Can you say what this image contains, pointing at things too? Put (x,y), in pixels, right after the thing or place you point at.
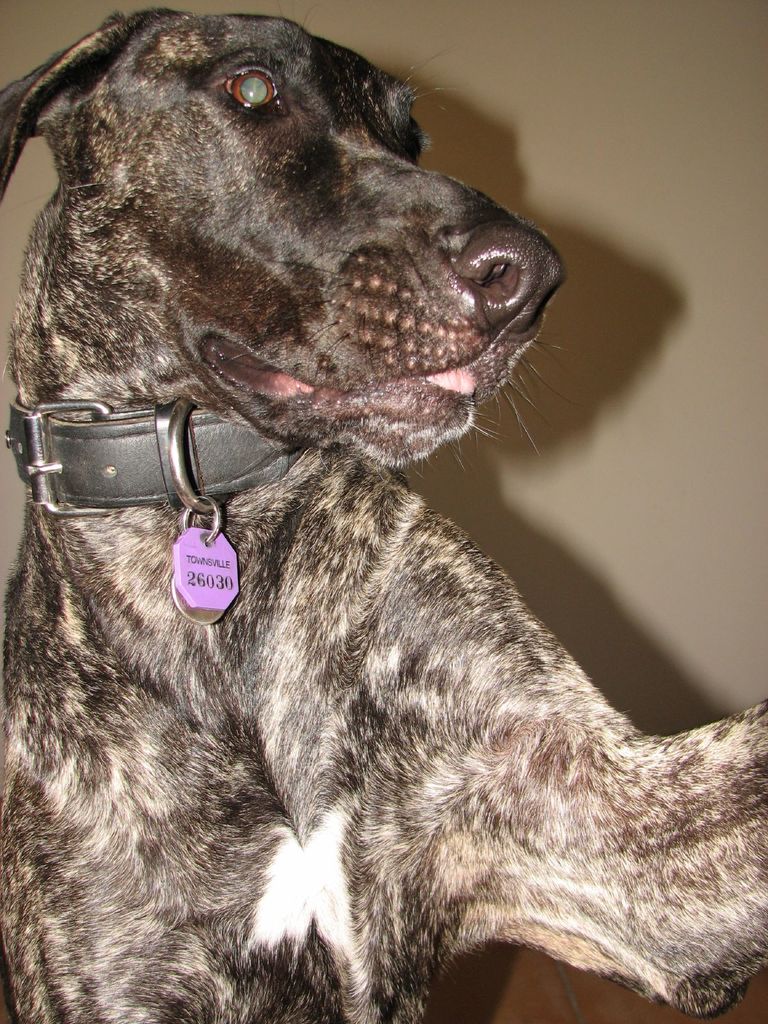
In the center of the image (482,625) there is a dog (72,833). At the background of the image (683,35) there is wall (619,294).
